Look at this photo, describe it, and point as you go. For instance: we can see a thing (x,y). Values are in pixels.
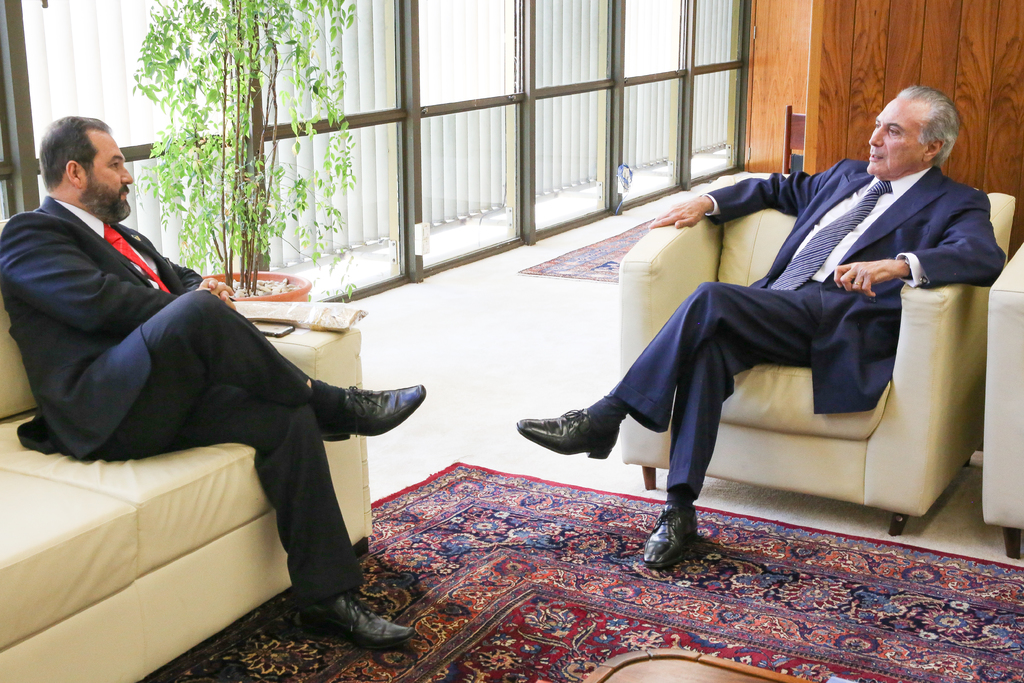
In this picture there is a person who is sitting at the right side of the image (765,291) on the sofa (666,465) and another one who is sitting at the left side of the image (193,405) on the sofa (233,593), and there is a plant (176,108) at the left side of the image (339,132), there is a glass windows (472,2) at the left side of the image (54,87) and there is a rug (817,585) on the floor (530,494) and there is another chair (786,135) at the right side of the image (798,131).
